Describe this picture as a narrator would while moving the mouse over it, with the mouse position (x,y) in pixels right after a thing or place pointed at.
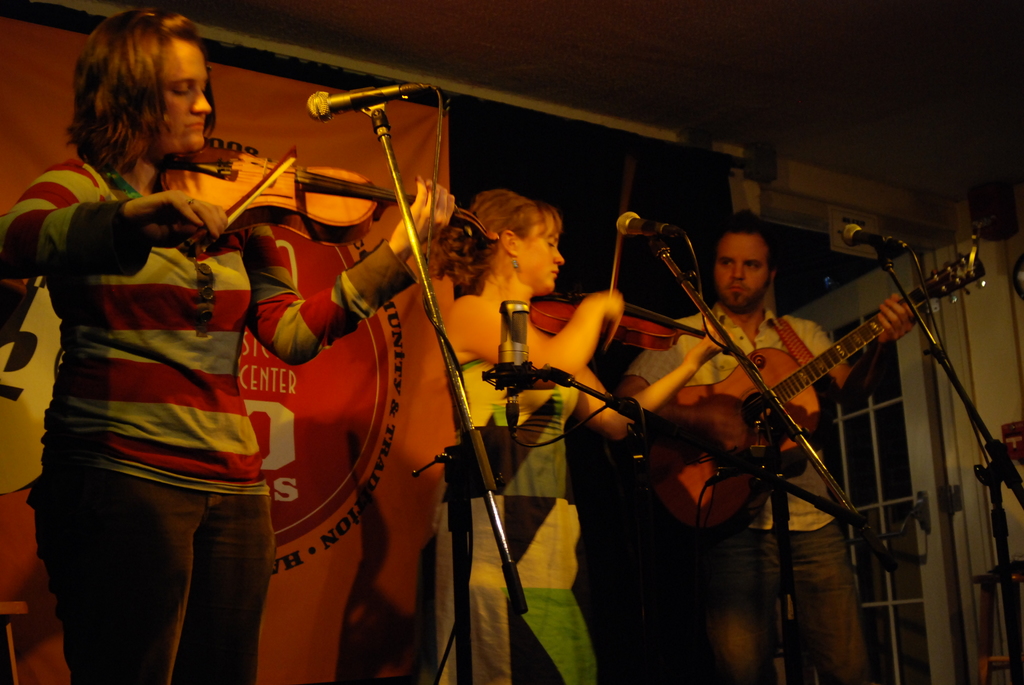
In this picture there are two women (590,374) playing the violin (324,212) and one man (736,440) playing the guitar (788,410) with his right hand (725,436) and there is a microphone (362,99) and microphone stand (466,510) in front of them. There is a banner (276,388) behind them.
